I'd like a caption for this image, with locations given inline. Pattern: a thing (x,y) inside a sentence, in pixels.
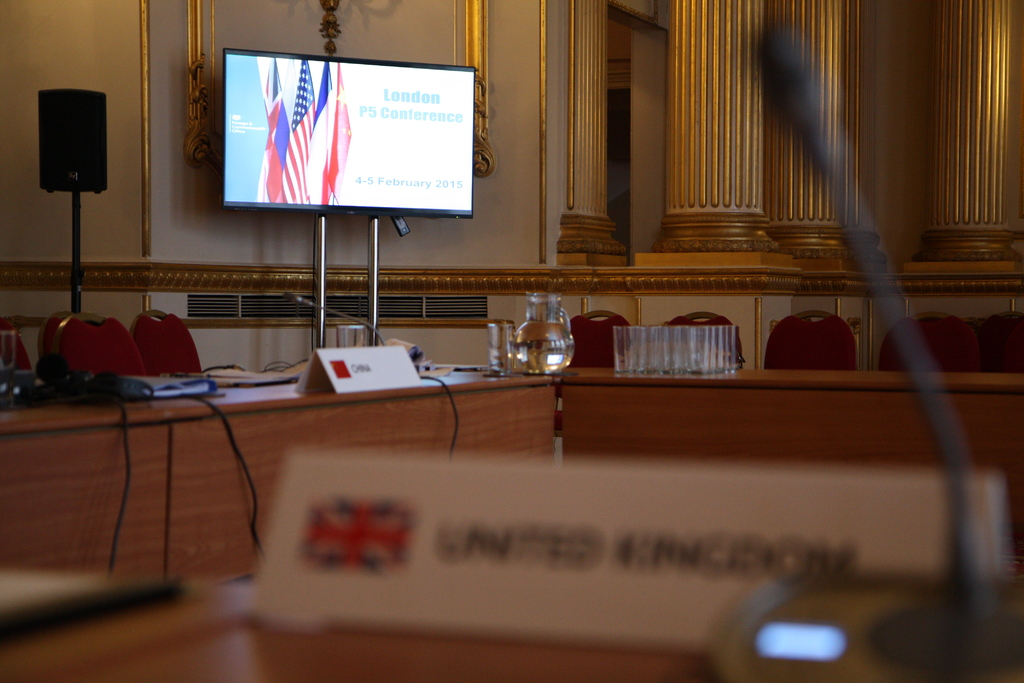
This is an inside view. At the bottom (98,478) there are few tables (392,657) on which I can see name boards (491,502), glasses (645,358), devices (33,382) and wires (68,400). In the background (451,156) there is a screen (338,109) and a frame (196,117) which is attached to the wall (520,158). On the left side (66,159) there is a speaker box (73,187). At the top (781,152) there are few pillars (714,122).
